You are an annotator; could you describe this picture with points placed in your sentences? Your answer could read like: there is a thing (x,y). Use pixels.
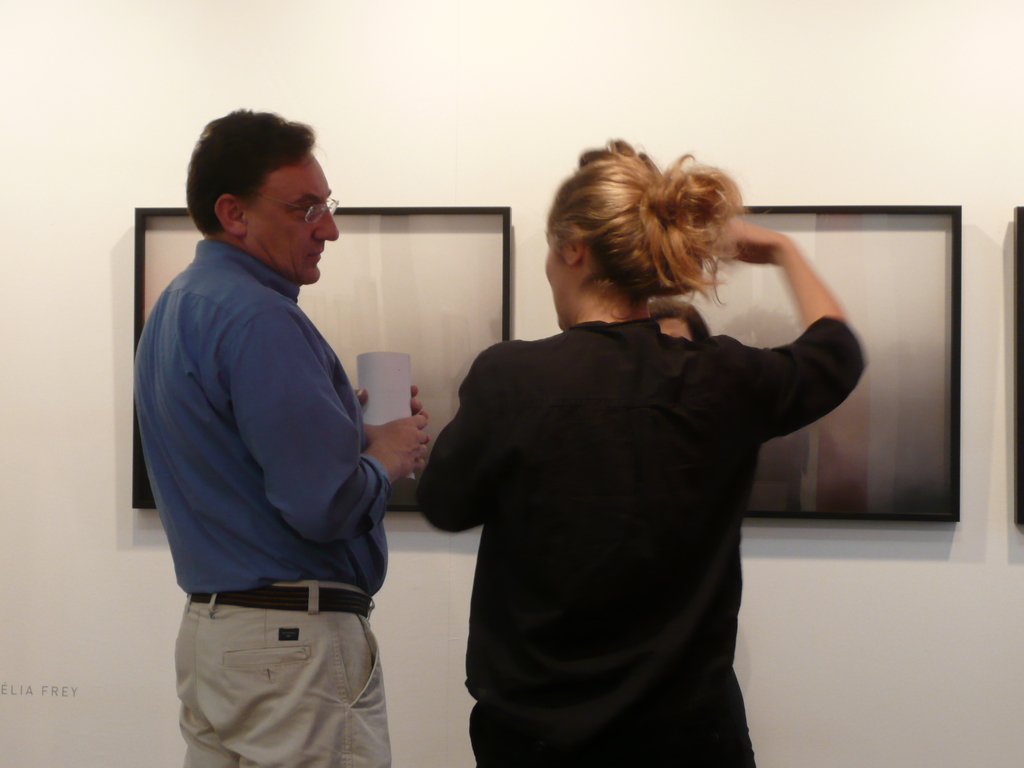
In this picture there is a woman (643,429) who is wearing black dress (638,539). She is standing near to the man (341,420) who is wearing spectacle (331,209), shirt (267,506) and trouser (314,647). He is holding a cup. Both of them are standing near to the wall (786,679). On the wall (1012,760) we can see the painting frames (771,320). On the bottom left corner (19,688) there is a text (42,690).
